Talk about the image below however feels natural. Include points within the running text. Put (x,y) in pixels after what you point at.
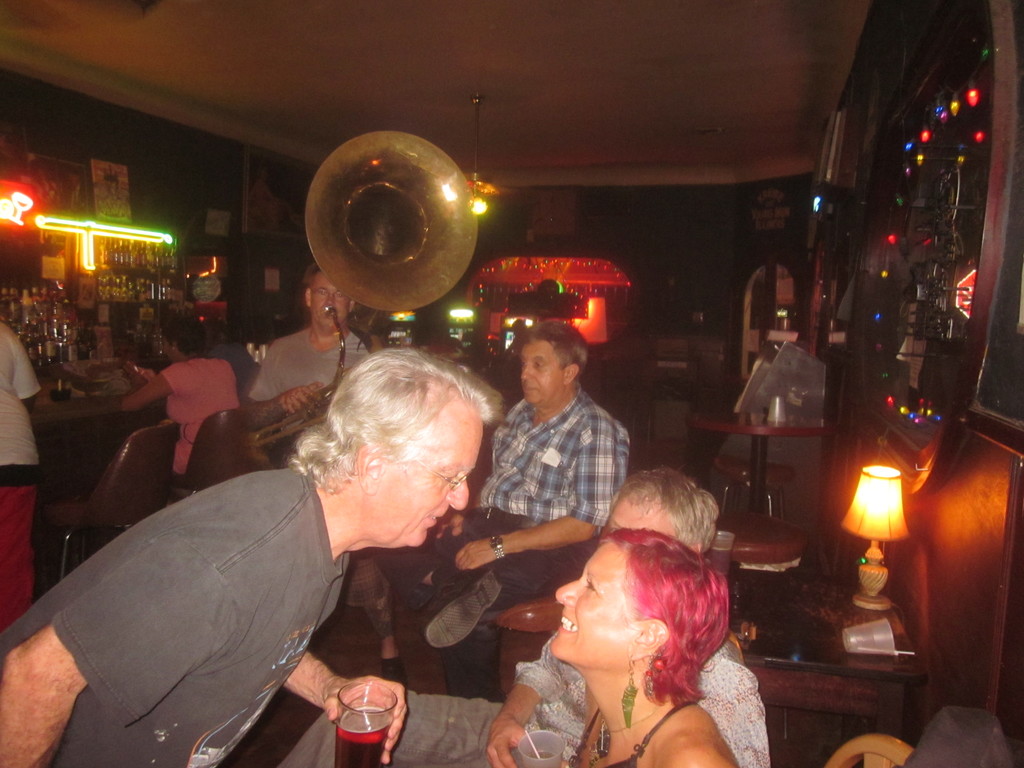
Here we can see few persons (408,737) and they are holding glasses (376,706) with their hands (505,706). Here we can see lights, chairs (139,506), tables (834,685), and bottles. He is playing a musical instrument (368,304). In the background (690,316) we can see wall (660,264).
